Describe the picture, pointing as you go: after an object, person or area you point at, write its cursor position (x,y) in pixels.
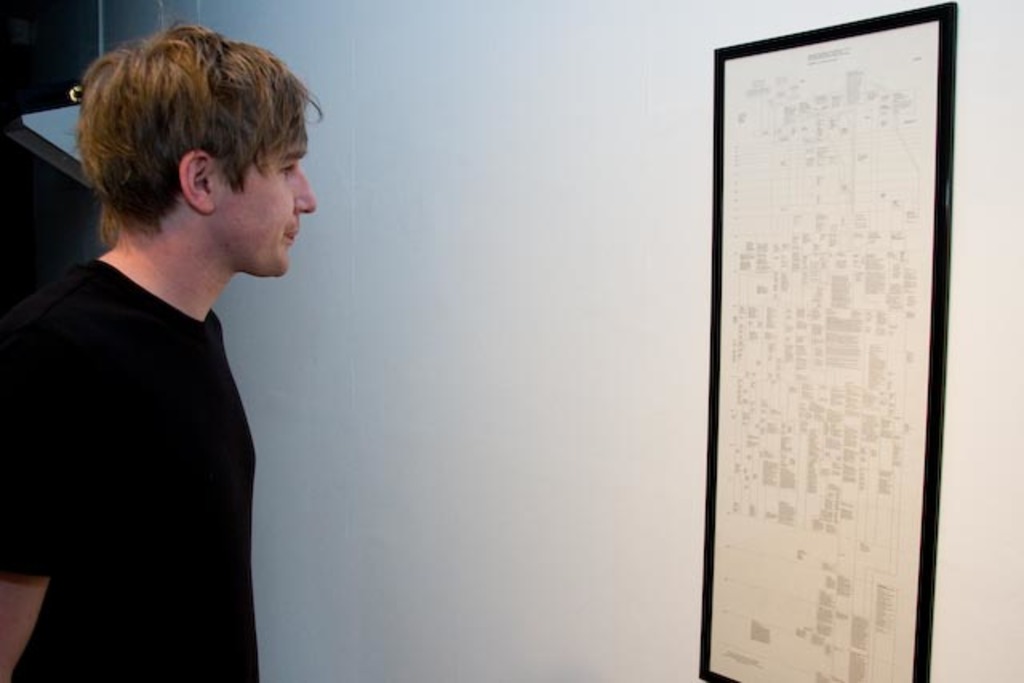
On the left of this picture (179,181) we can see a person (162,395) wearing black color t-shirt (167,442) and standing. On the right (844,127) we can see a poster (732,135) containing the text (830,304) and the drawing (836,382) which is attached to the wall (986,69). In the background (67,38) we can see some objects (43,139).
